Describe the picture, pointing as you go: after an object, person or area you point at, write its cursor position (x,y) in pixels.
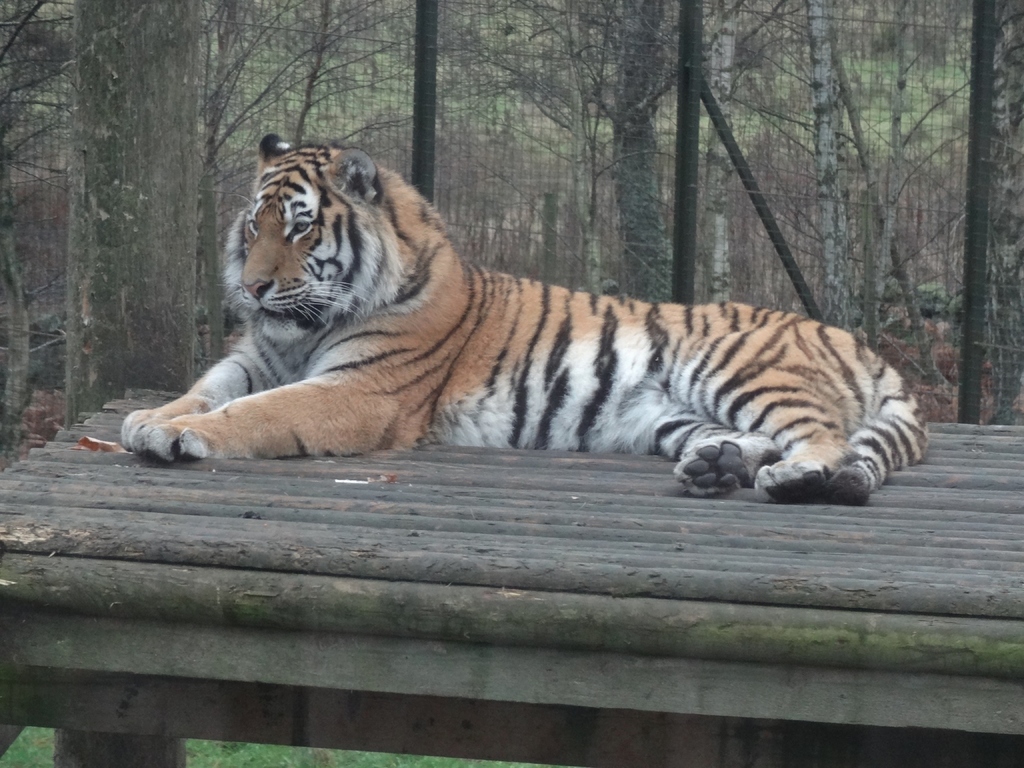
In the center of the image (534,334), we can see a tiger (474,334) on the table (461,520) and in the background (418,116), there are trees (457,117) and we can see a mesh (941,179).
